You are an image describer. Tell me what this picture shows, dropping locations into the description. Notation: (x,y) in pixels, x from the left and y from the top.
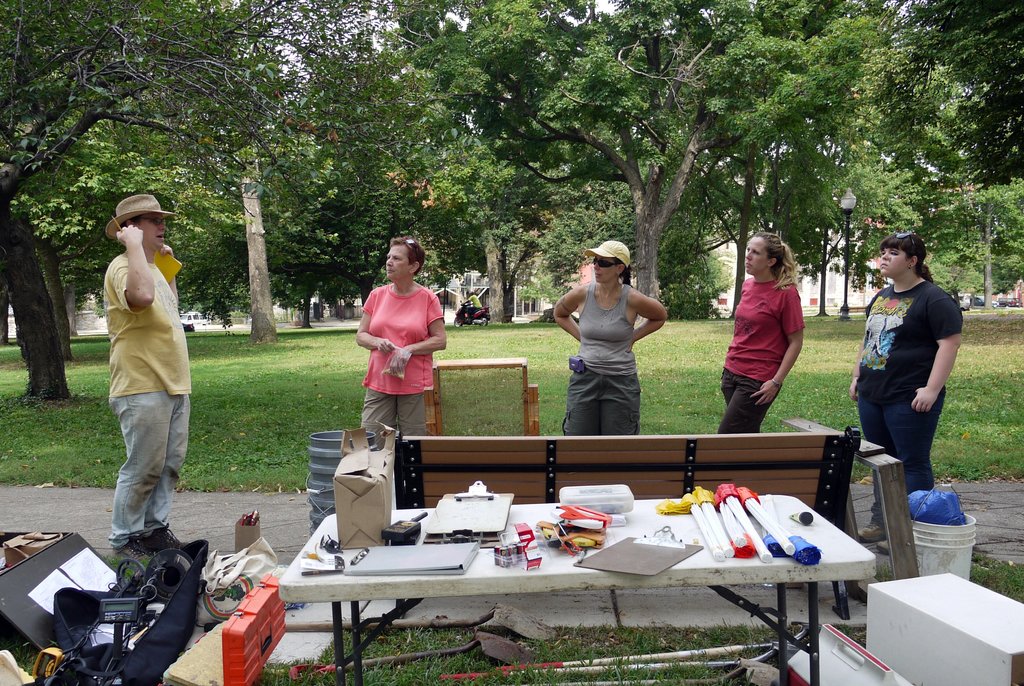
In this picture we can see five persons (632,366), table (627,535), bucket (966,556), plastic cover (929,499), writing pads (658,548), boxes (531,546), rods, and objects (885,642). In the background (347,338) we can see grass (826,346), bike (476,312), vehicles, poles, and trees (831,236).
